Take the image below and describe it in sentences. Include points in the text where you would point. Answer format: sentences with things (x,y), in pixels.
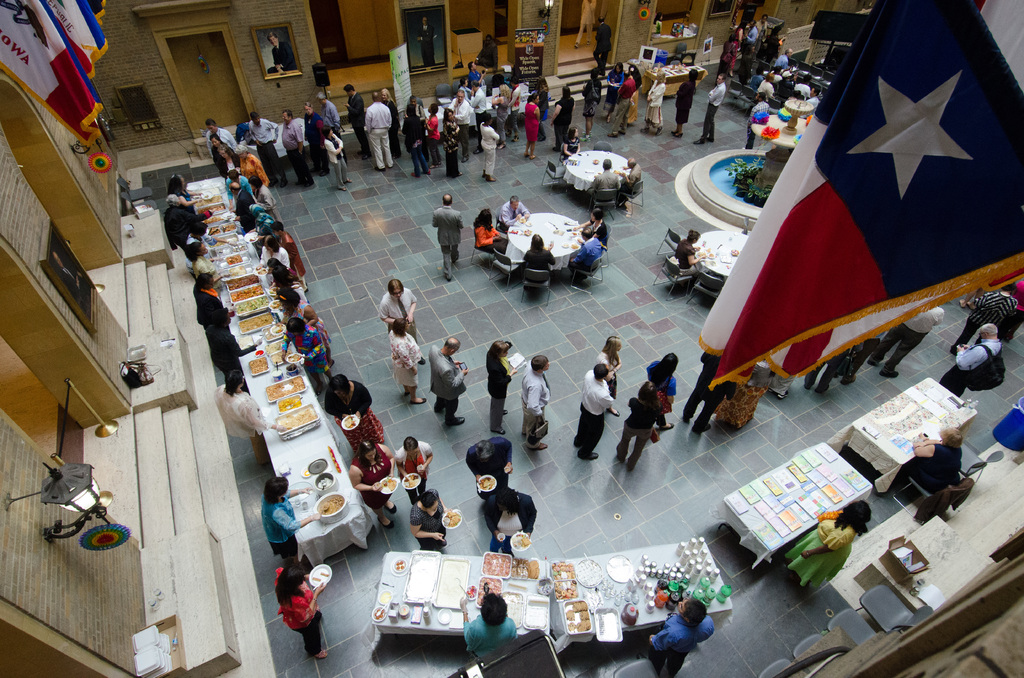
The photo is clicked on the top of the big hall (612,228). There are foods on the tables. In the middle (524,242) there are dining table (562,224) around it there are chairs (546,182). People (540,254) are sitting on chairs (550,166). People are standing in front of the tables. Here there is a flag (741,377). On the wall (118,616) there are photo frames (293,55).
